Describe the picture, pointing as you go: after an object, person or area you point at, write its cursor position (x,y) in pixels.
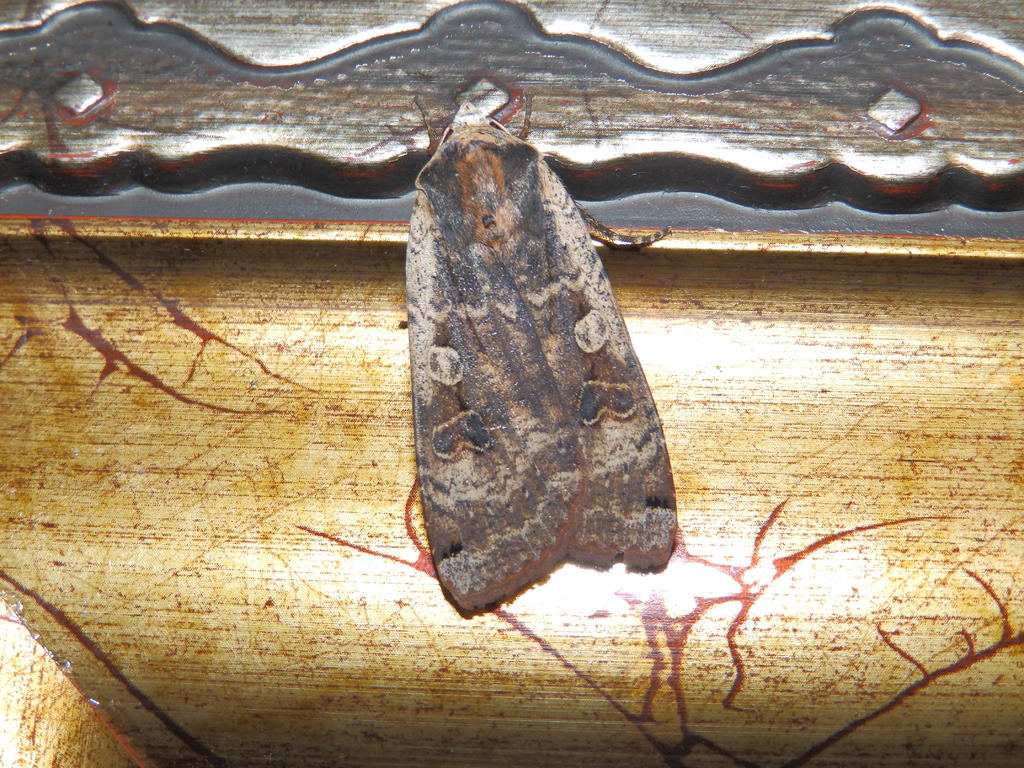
In this image I can see an insect (449,333) which is cream, brown and black in color on the object (307,395) which is brown, cream and silver in color.
